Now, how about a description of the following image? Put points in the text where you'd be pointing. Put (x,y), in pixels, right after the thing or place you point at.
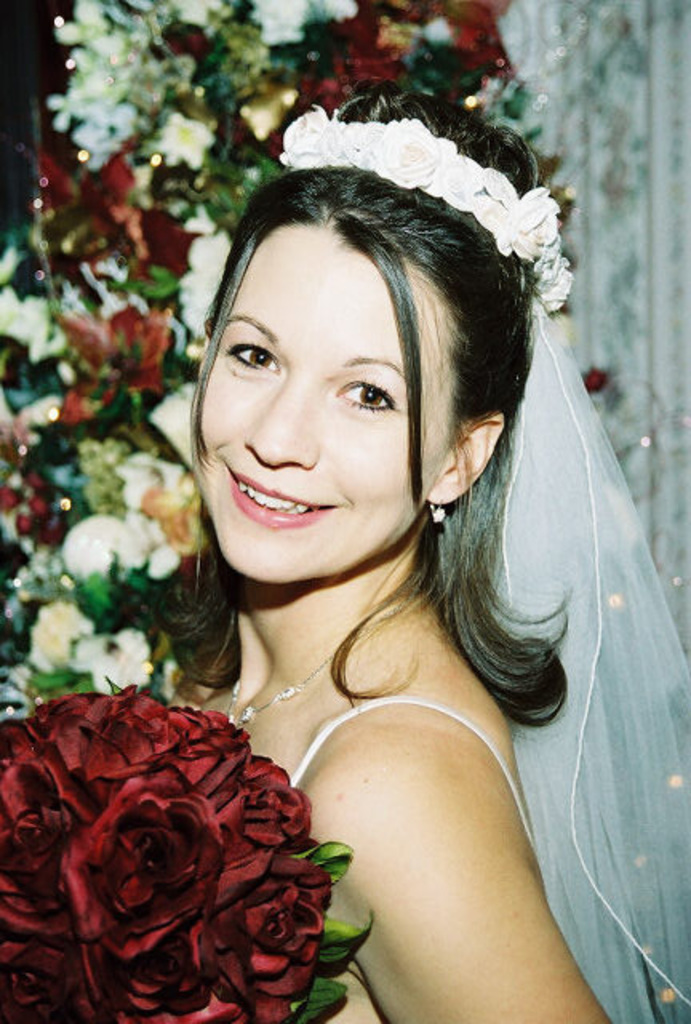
In this image we can see a woman (439,596) wearing dress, headwear (400,175) is holding a flower bouquet (165,729) and smiling. The background of the image (87,639) is blurred, where we can see flowers (184,142).
